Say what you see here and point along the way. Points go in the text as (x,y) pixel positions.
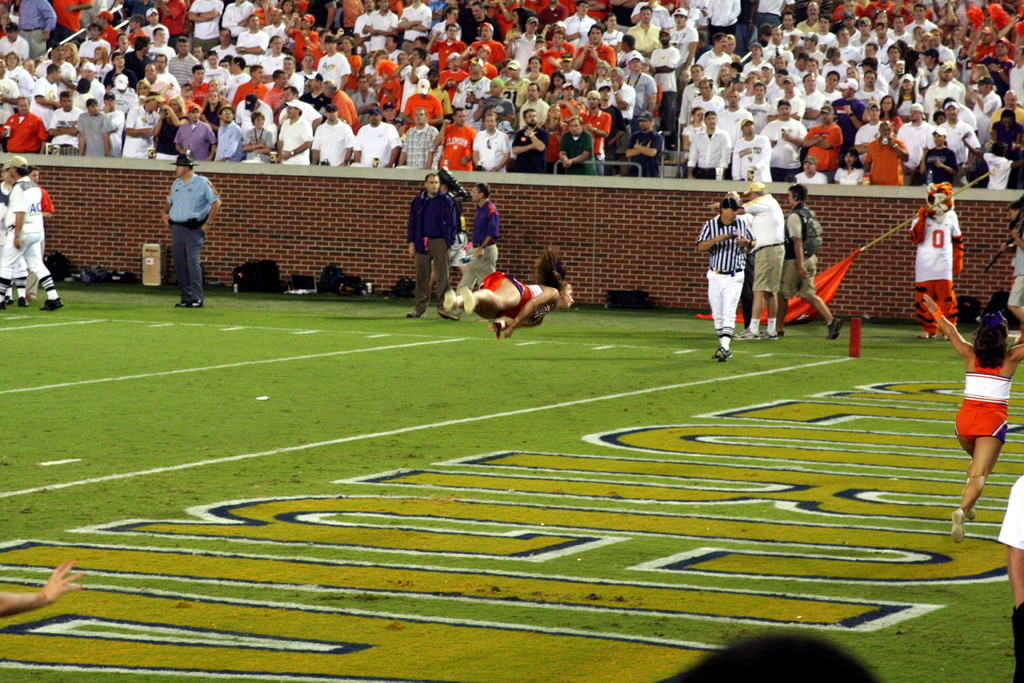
In this picture, we see many people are standing. The woman (961,407) on the right side (987,394), wearing the red dress (995,404) is running. The woman (548,286) in the middle of the picture (520,288) might be jumping. At the bottom of the picture (548,540), we see the grass (277,444). Behind them, we see a wall (338,220) which is made up of bricks (331,238). Behind that, we see many people (509,134) are standing. On the right side (957,246), the man (922,243) in mascot costume (921,254) is holding a red color flag (864,250). This picture might be clicked in the stadium (364,311).
